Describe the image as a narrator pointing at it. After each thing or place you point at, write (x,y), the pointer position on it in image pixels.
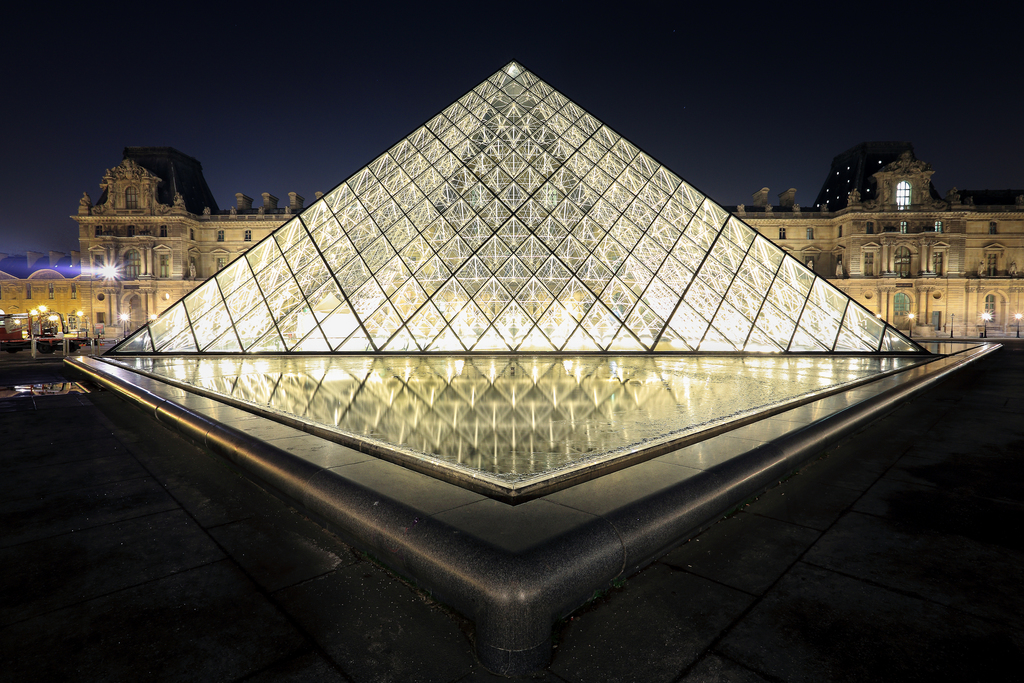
This image consists of a pyramid (793,307). In the background (160,202), there is a building (991,309). At the top (729,50), there is sky (1008,33). And we can see the water (529,400) in the front (477,400).
